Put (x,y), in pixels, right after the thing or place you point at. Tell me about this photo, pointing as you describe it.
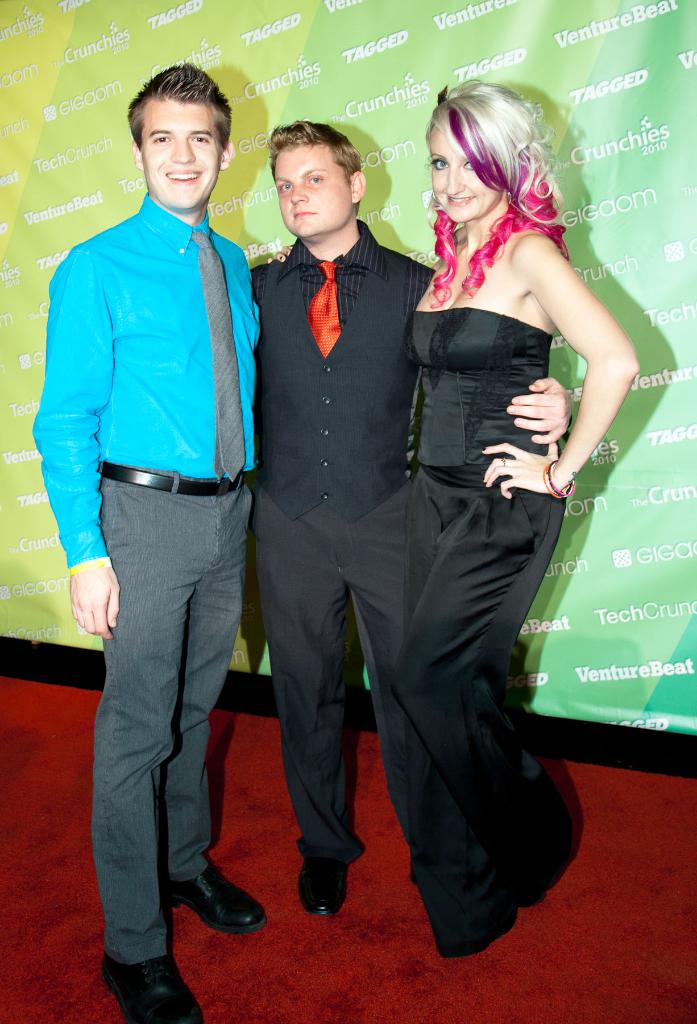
In the picture there are two men (142,605) and one woman (436,119) standing on a red carpet (28,988), behind them there is a board (607,646) with the text (25,544).
